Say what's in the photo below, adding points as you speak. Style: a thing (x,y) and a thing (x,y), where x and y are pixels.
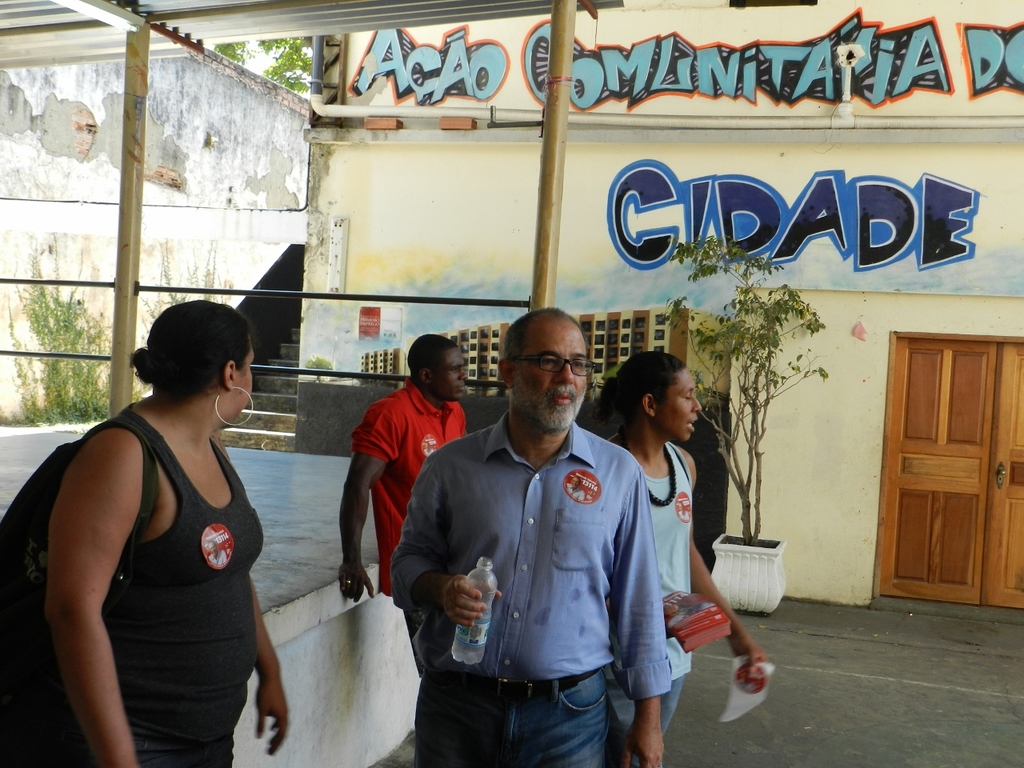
In this picture we can see there are four people (219,558) standing on the path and a man (518,640) is holding a bottle (489,611) and another person (723,605) holding some objects (695,610). On the left side of the people (421,397) there are poles (141,223) and iron grills (397,376) and at the top (187,33) there are iron sheets (228,8). Behind the people (488,483) there is a house plant (797,367) in the pot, a wall (806,439) with a door (899,383), pipe (738,117) and some paintings (707,178). On the left side of the building (394,220) there are steps (264,397), wall (182,107), trees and the sky (248,63).
